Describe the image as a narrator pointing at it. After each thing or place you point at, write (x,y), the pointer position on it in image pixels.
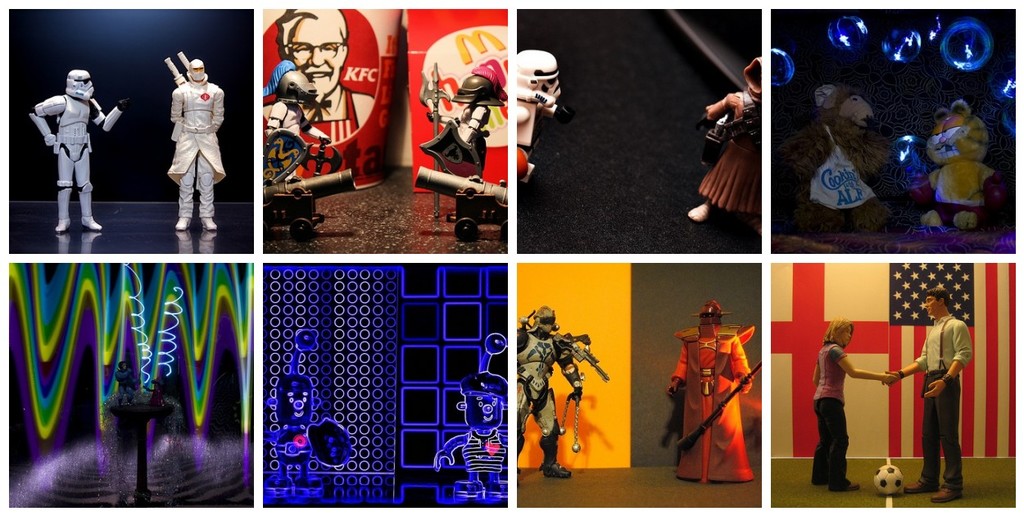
In the image we can see collage photos. In the collage photos we can see toys (541,382) of different sizes, here we can see the ball (888,474) and the floor (685,490).
